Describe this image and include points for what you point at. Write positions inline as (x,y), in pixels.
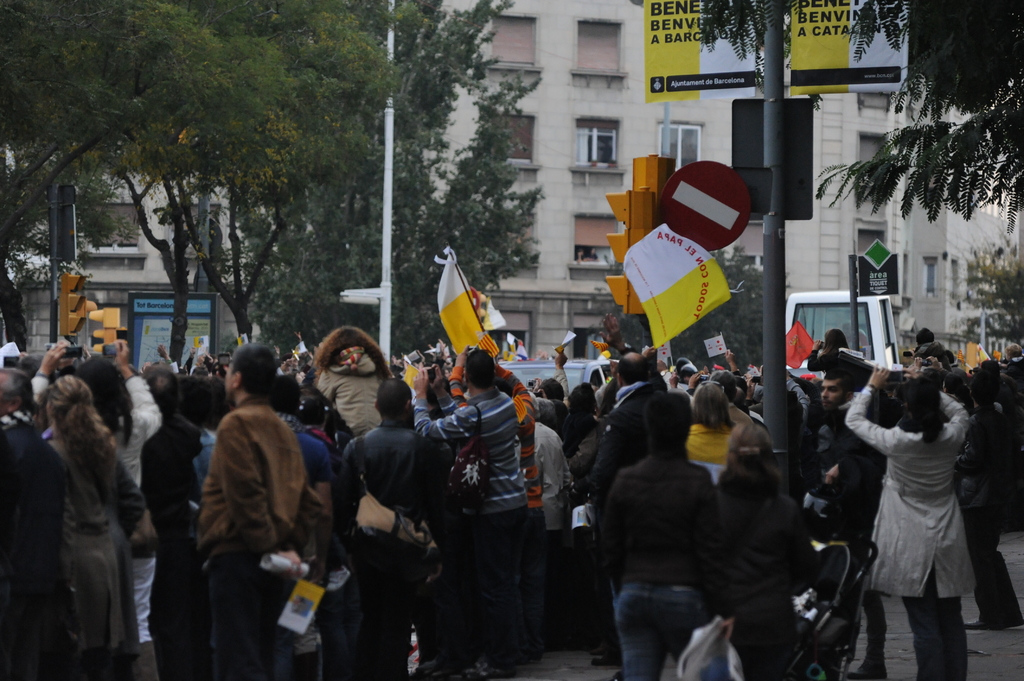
In the foreground of the picture (123,411) there are people (697,615), flags (463,348) and vehicles (819,309). In the background (471,54) there are trees (325,149), buildings (541,240) and poles (384,125).
